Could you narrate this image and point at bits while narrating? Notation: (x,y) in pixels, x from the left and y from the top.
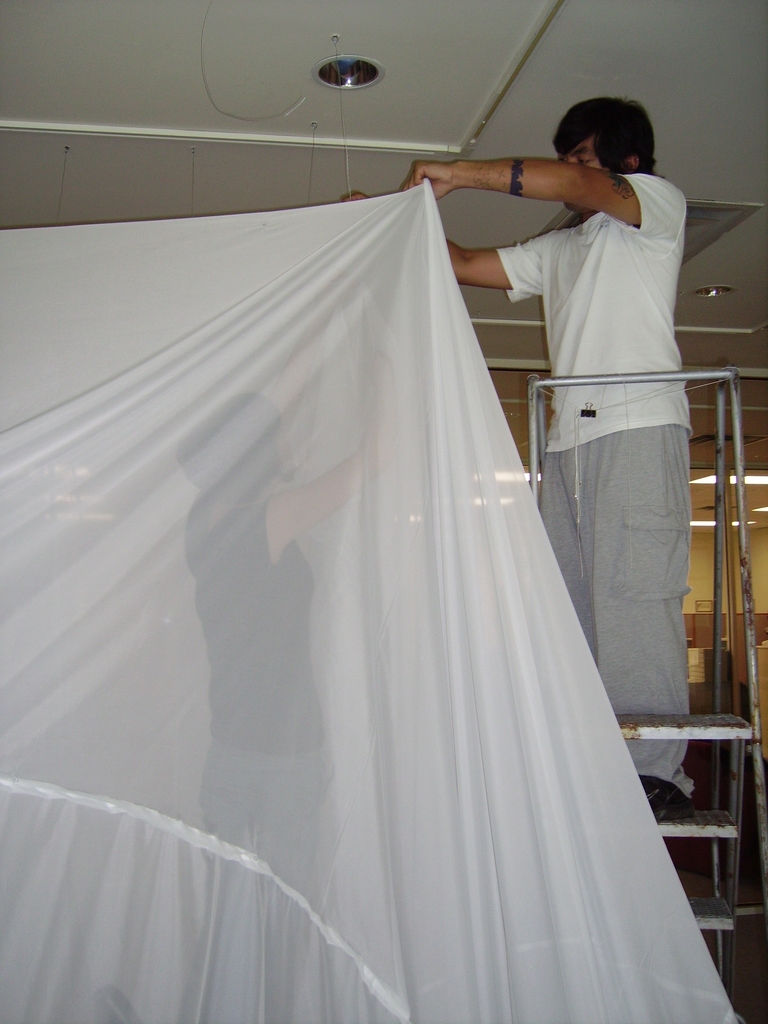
In this picture I can see a man (575,587) standing on the metal stairs (717,646) and holding a cloth (140,371) and I can see a woman (264,796) and It looks like a inner view of a room (503,87).
